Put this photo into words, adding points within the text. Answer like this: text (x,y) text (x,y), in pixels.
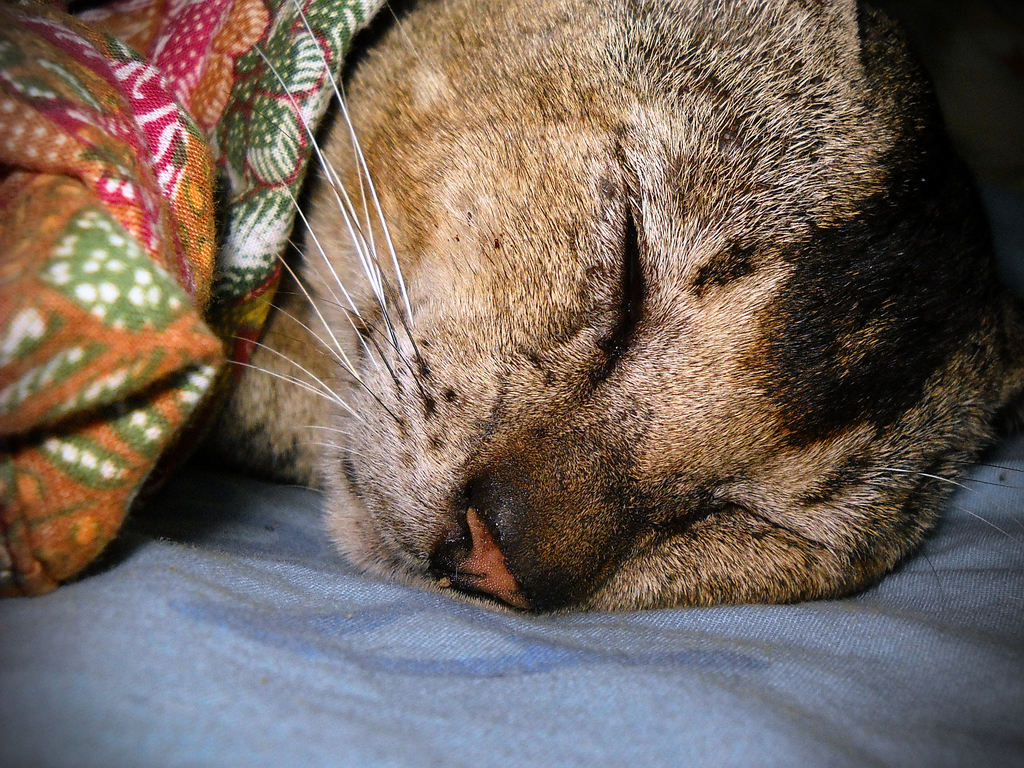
In this image I can see a cat (668,224) is sleeping on a bed-sheet (430,671). On the cat (416,120) there is a cloth (119,186).
